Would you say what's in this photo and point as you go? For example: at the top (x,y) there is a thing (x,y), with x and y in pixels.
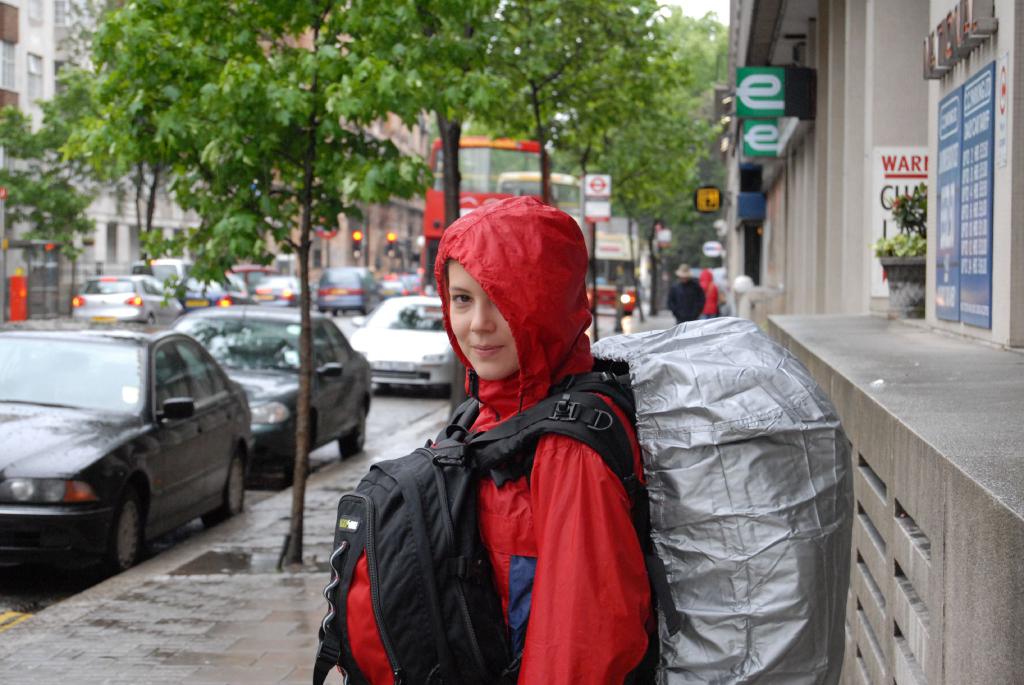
In this image we can see a person (570,337) is standing, he is wearing a bag (528,439), at the back (999,183) there is a building (774,279), there are cars (355,306) travelling on a road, there are trees (387,145), there is a traffic signal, there are sign boards (767,102), there is sky (703,10) at the top (675,3).
